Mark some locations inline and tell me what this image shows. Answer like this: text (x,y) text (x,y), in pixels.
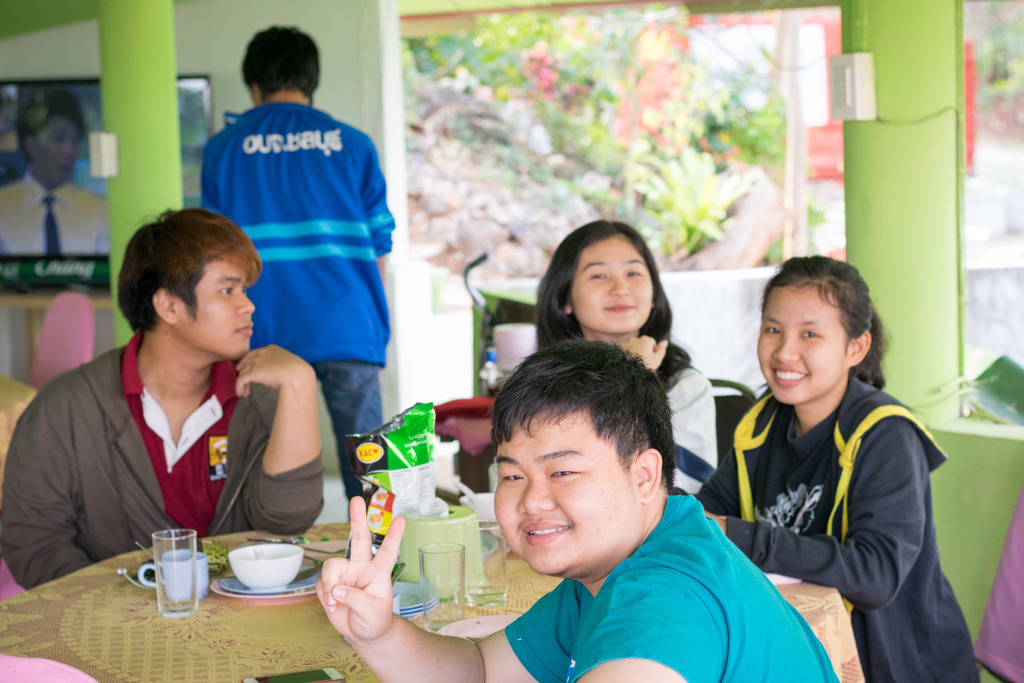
There are 4 people (600,505) sitting here on the chair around a table (181,661). On a table (219,610) we can see glass (441,622), cup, bowl (253,579), food item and a mobile phone (307,673). Behind them there is a person (323,201) standing, a TV (84,208) and plants (656,127).
